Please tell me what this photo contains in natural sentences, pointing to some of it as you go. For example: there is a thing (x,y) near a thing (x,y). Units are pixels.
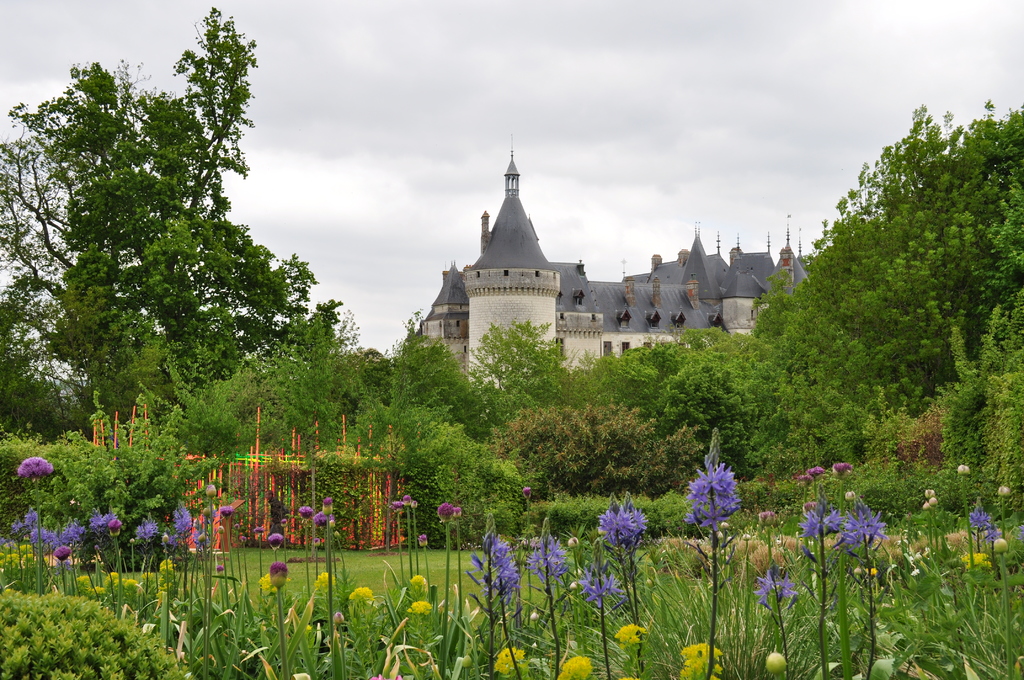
In this image I can see number of flowers (820,602), grass (472,583), number of trees (320,352) and in background (473,361) I can see a building (516,225) and cloudy sky (410,158).
